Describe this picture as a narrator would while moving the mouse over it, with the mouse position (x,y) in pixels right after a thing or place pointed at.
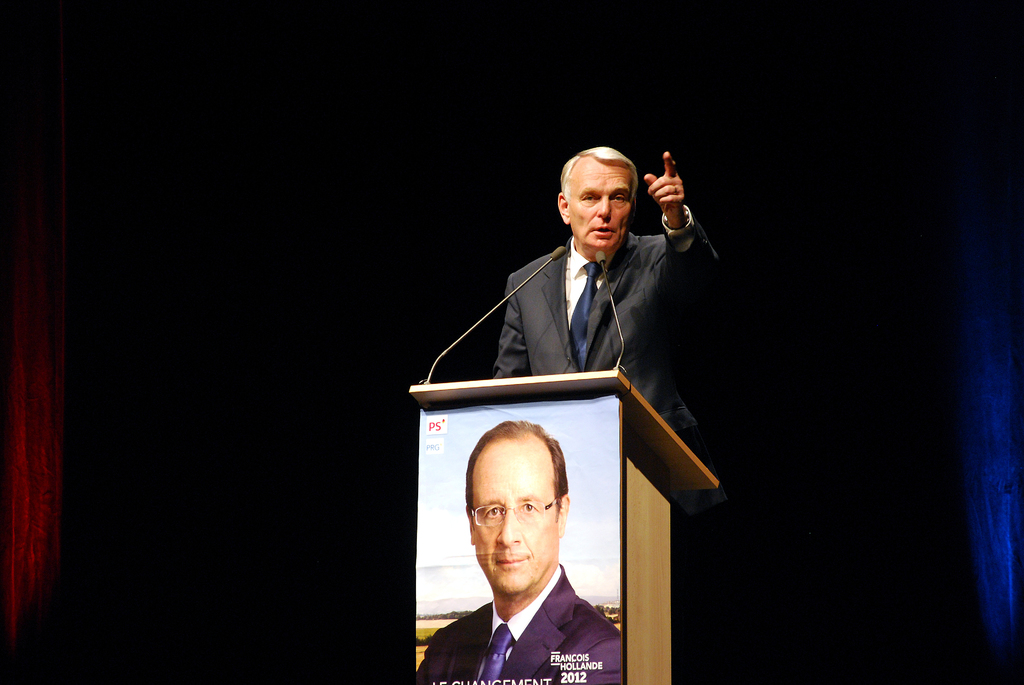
In this image I can see a man (517,328) is standing and I can see he is wearing formal dress (615,334). Here I can see a podium (643,419), few mics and a poster (593,406) of a man (470,466).
